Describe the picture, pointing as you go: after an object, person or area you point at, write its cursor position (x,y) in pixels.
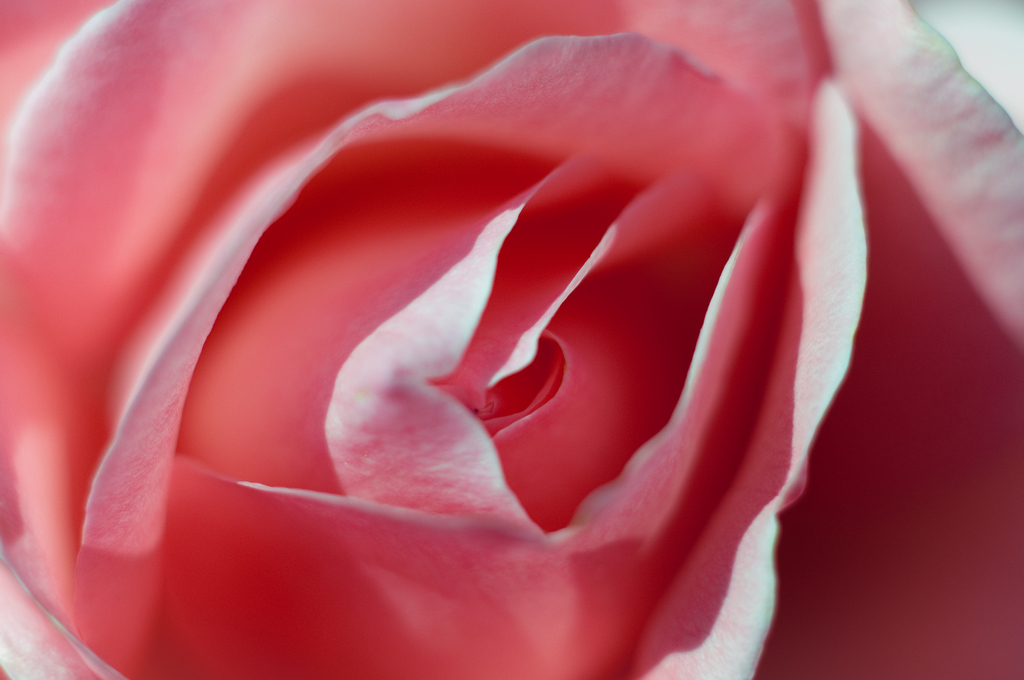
In this image we can see a pink color flower (488,388).
